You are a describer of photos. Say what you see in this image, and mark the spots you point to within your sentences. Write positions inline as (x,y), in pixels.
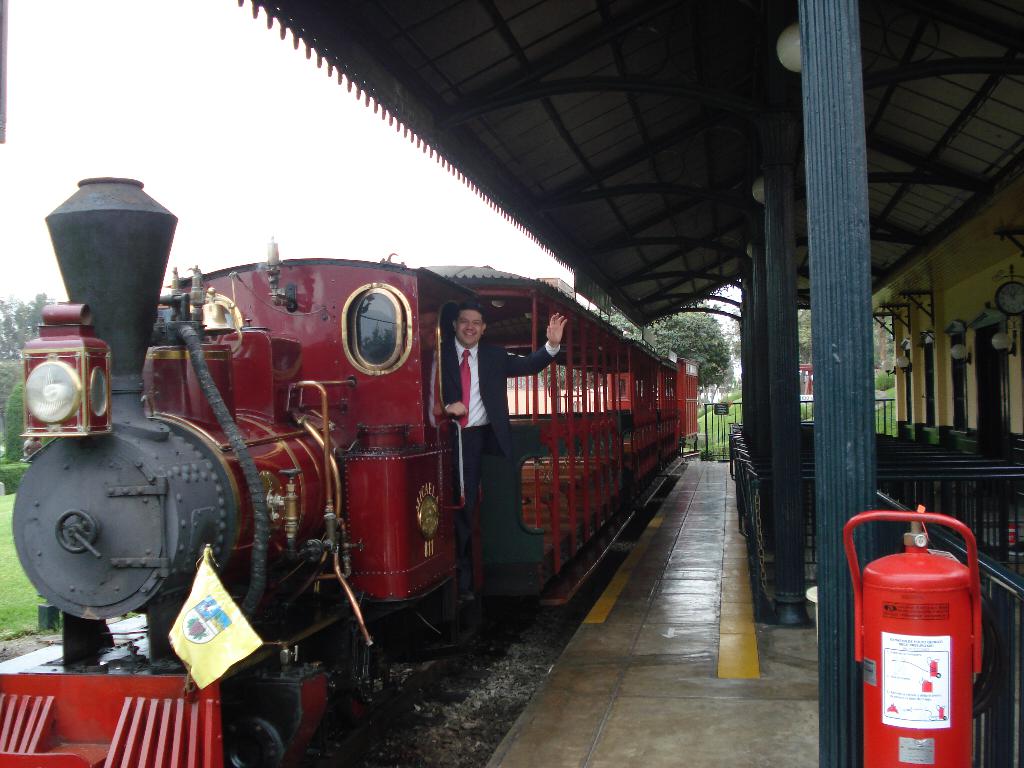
In this picture we can see the red color old train (521,447) and a man (470,435) wearing black color suit (485,390), standing at the train door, smiling and giving a pose. On the right side (838,318) there is a station shed (720,153). In the front (919,624) bottom side there is red color fire extinguisher (911,676).
